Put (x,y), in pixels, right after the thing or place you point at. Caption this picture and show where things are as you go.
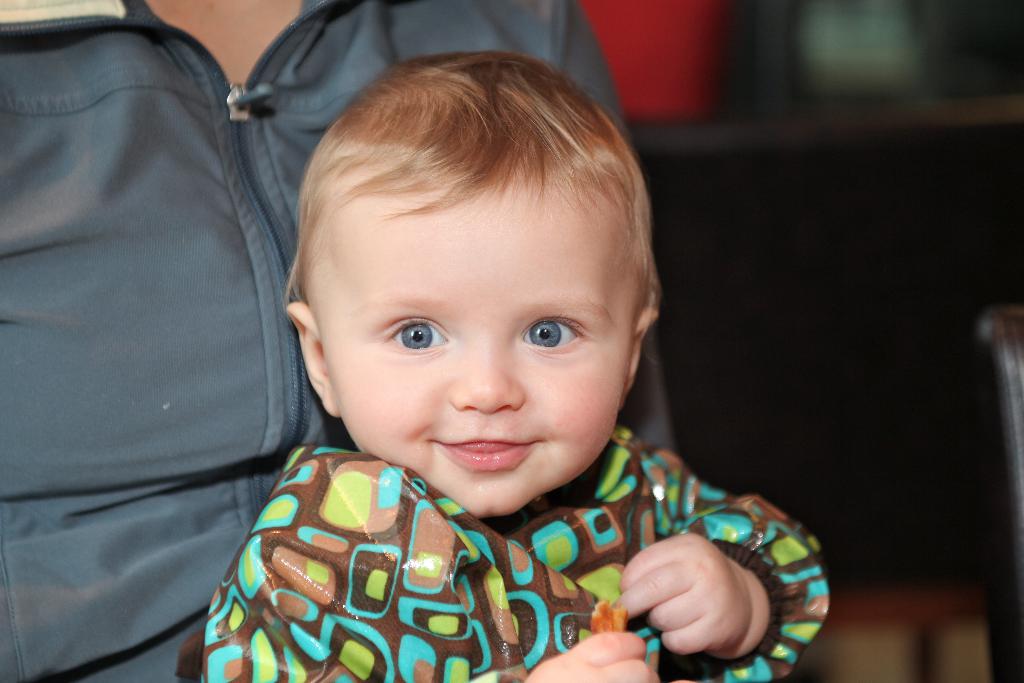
In this picture we can see a person (202,313) and the person (147,221) is holding a baby (415,489), the baby (557,526) is laughing and we can see blurry background (764,138).
